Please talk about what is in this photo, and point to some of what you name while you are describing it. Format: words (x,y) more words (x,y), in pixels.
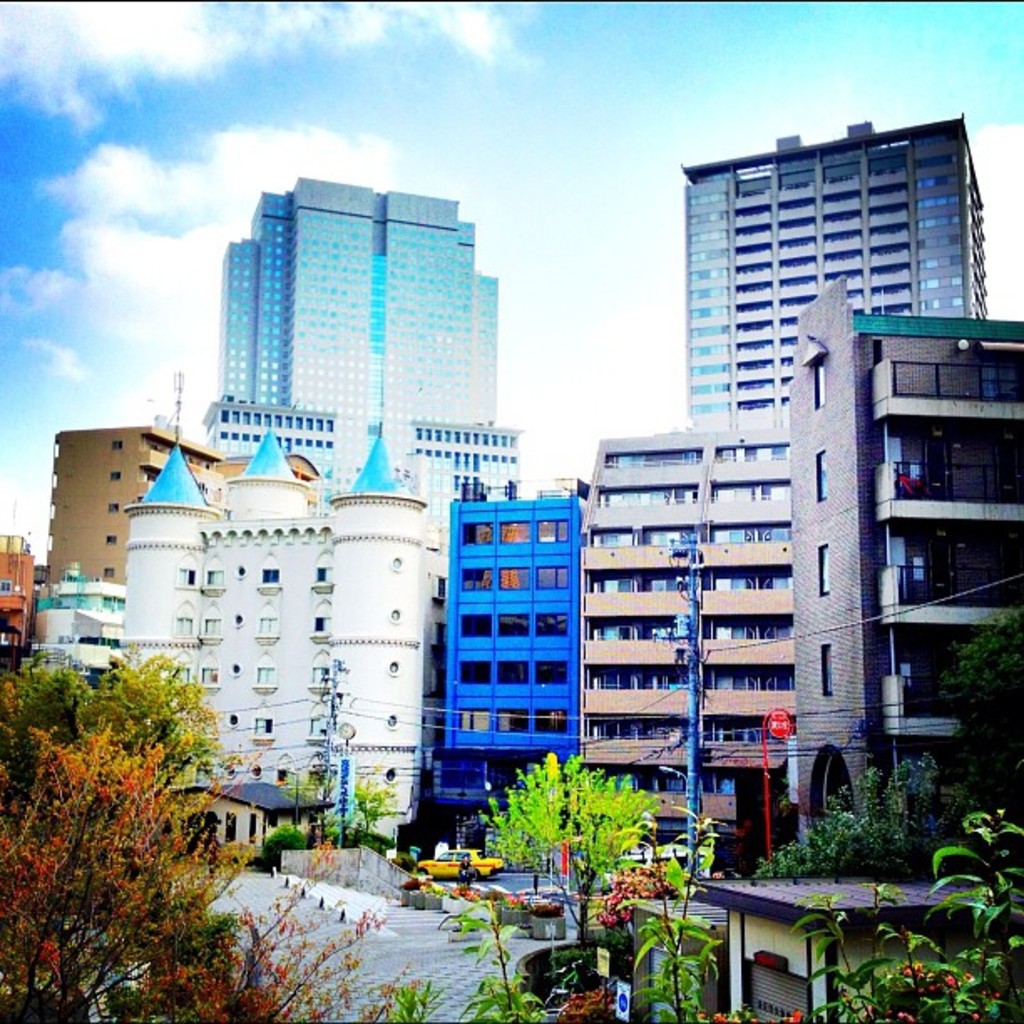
In this image in the front (677,972) there are plants (626,952) and in the center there is a car (440,868) which is yellow in colour and there are trees (562,834). In the background (701,691) there are buildings (414,620) and the sky (202,284) is cloudy.
